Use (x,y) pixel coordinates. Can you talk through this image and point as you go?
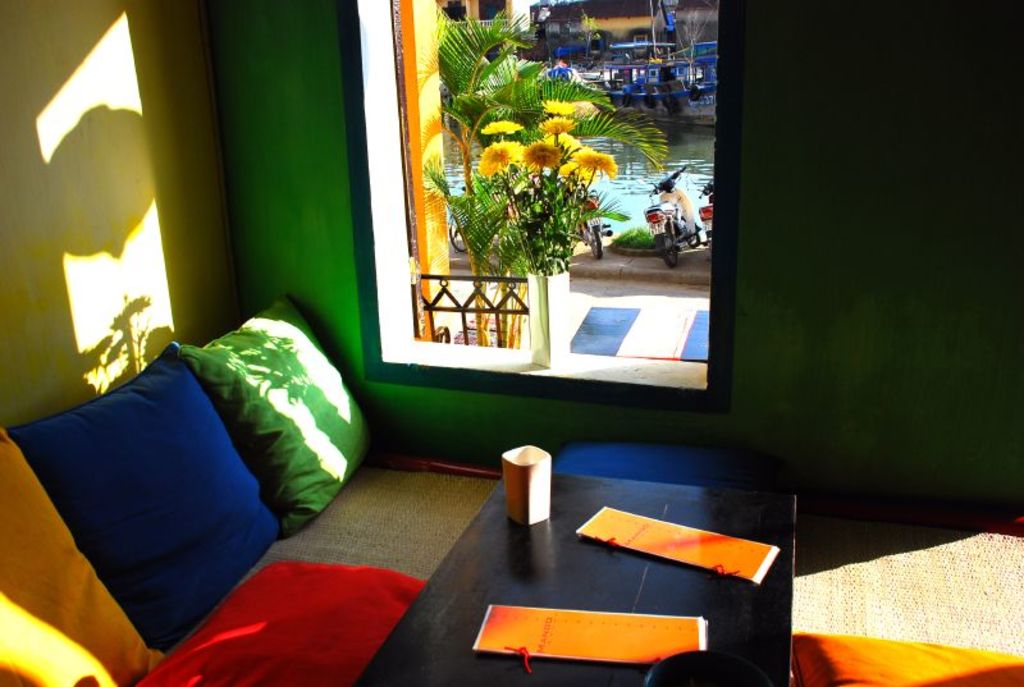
In this picture there is a sofa (330,550) with pillows (262,454) with different colors. And there is a table (595,545). On the table (558,556) there are two papers (627,625). And a window (723,291). Outside the window (634,348) there are motorcycles (675,213), and water (681,154), boat (667,89). In the window (571,380) there is a flower pot (549,282).
